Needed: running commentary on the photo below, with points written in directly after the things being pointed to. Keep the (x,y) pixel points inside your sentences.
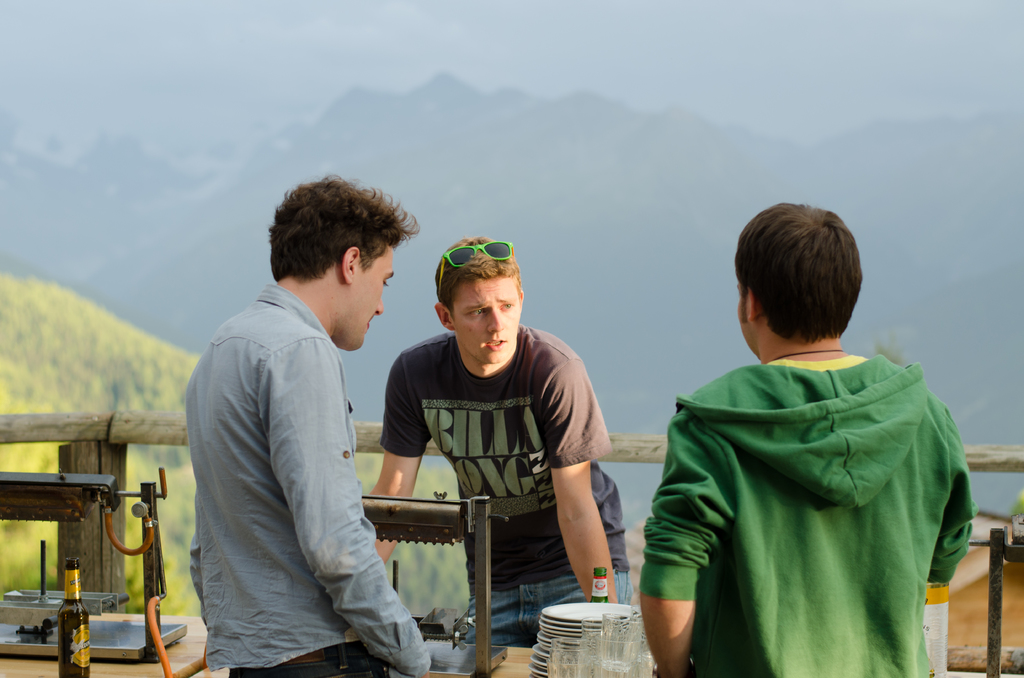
In this image I see 3 men (297,273) and few plates (561,636), glasses (640,639) and 2 bottles (79,574) over here. I can also see an equipment (484,573).
